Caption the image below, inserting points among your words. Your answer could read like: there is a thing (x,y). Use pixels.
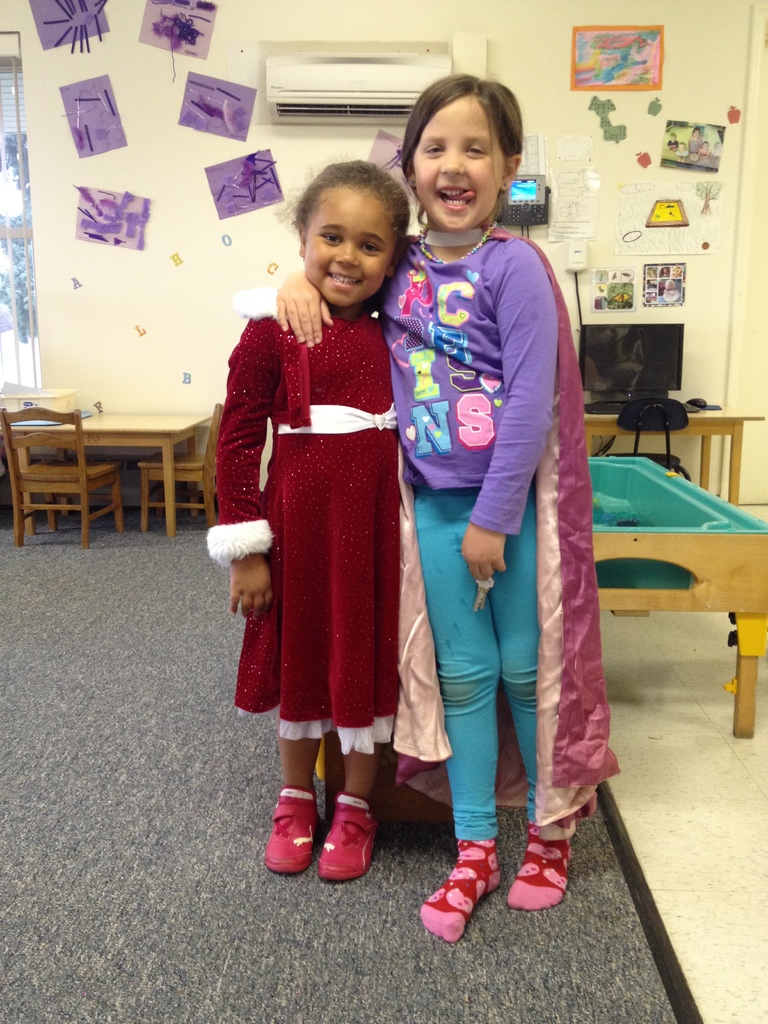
In this picture there are two kids (270,490) standing and in the background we can observe a wooden table (169,465) and to the right side (603,344) we observe a monitor (603,344). In the background (266,202) there are many photo frames (138,212) attached to the wall (662,173) and also a AC (349,97).
